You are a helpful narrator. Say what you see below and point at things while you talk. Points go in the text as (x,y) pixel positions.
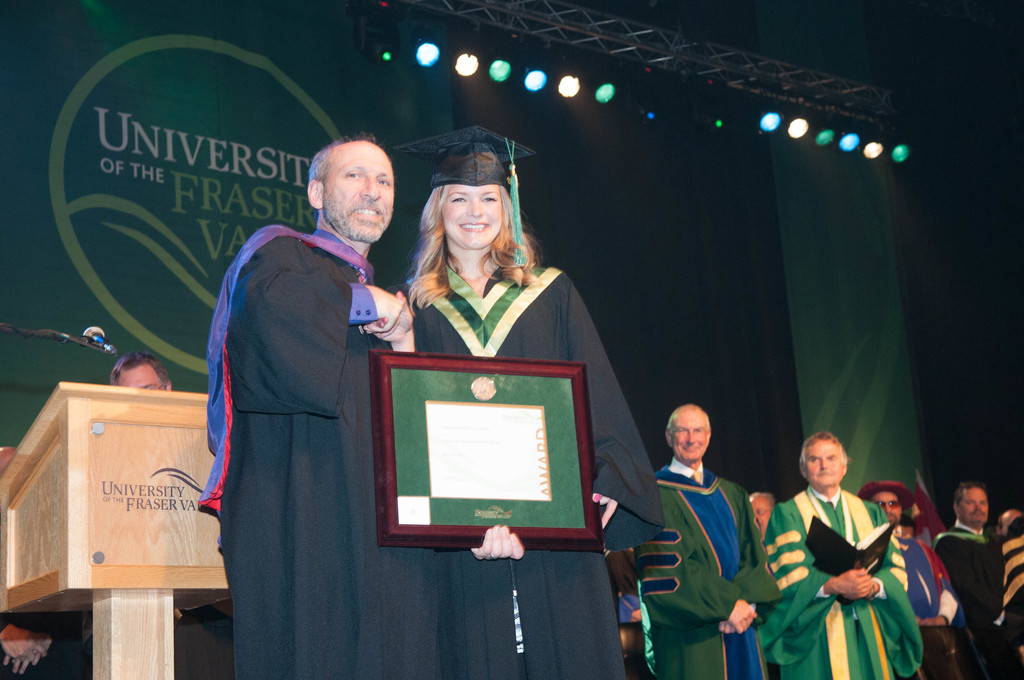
In this image in the foreground (433,157) there is one man (357,512) and one woman (491,201) who are holding photo frame (539,401), and in the background (696,496) there are some people (896,553) and one person (839,523) is holding a book (828,543) and left side of the image (82,511) there is a podium (92,473) and one mike (76,343) and one person (138,383). In the background (120,210) there are some boards (105,198), on the boards (120,210) there is text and at the top (372,27) there are some lights (380,42) and some tower (674,61).
